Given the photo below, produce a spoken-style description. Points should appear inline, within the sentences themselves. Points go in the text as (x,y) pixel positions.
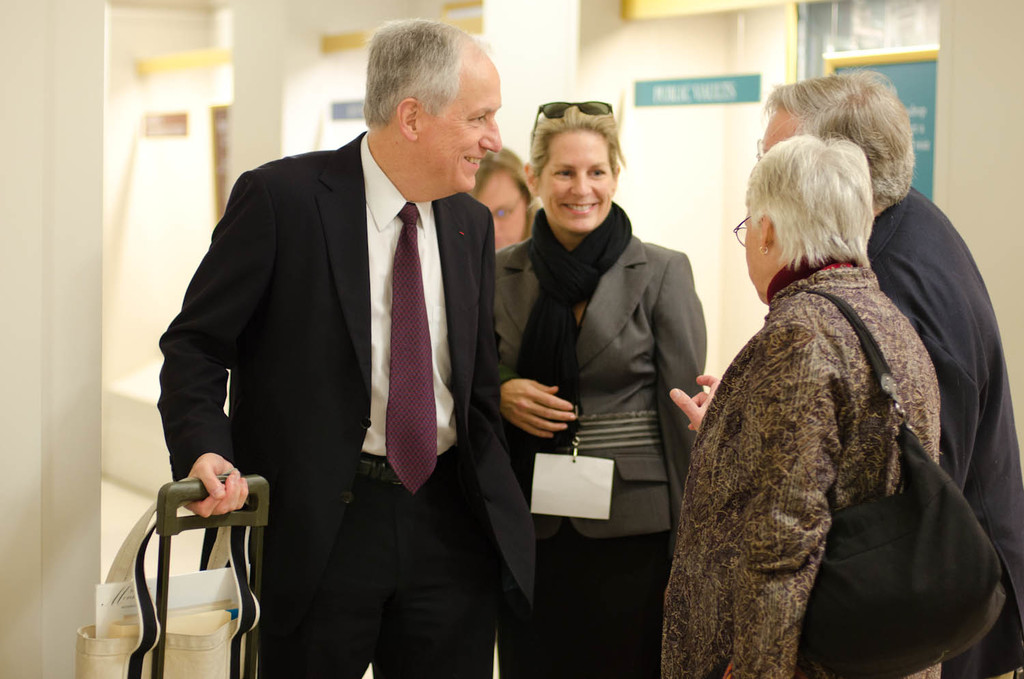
In this image there are people (711,380) and bags (92,638) in the foreground (534,553). And there are posters (460,8) on the wall (658,43) in the background (827,53).
